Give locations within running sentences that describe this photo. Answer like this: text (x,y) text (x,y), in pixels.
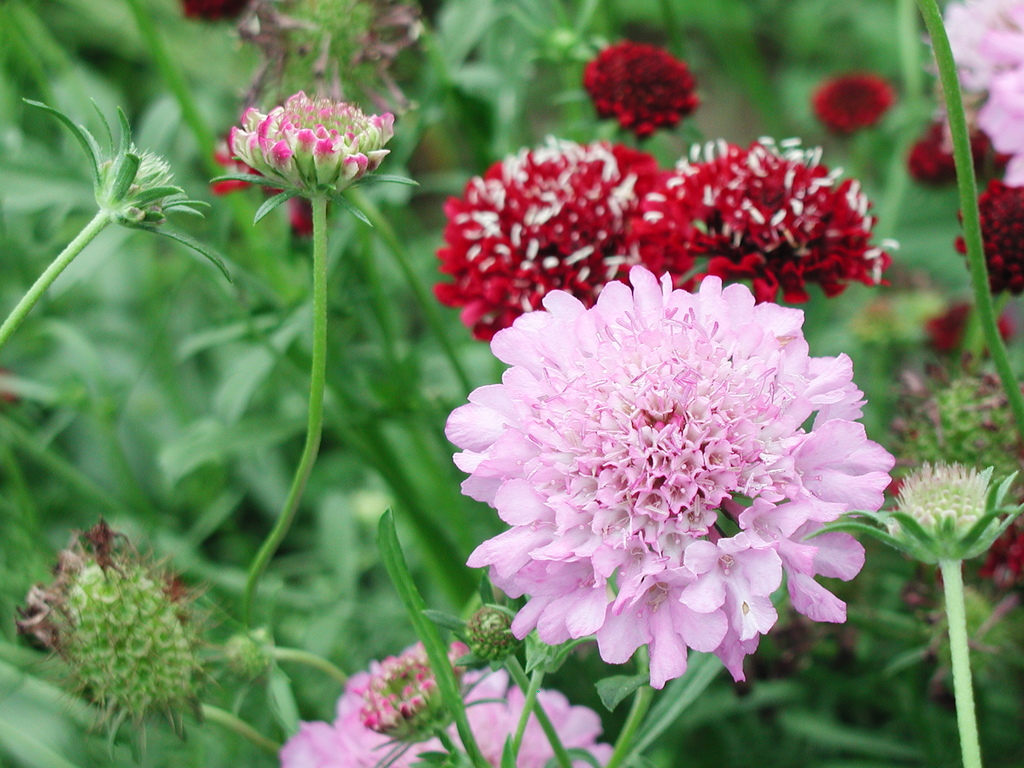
In this image I can see the flowers (708,308) to the plants (199,447). These flowers (491,504) are in pink, white and red color and the plants (164,417) are in green color.
